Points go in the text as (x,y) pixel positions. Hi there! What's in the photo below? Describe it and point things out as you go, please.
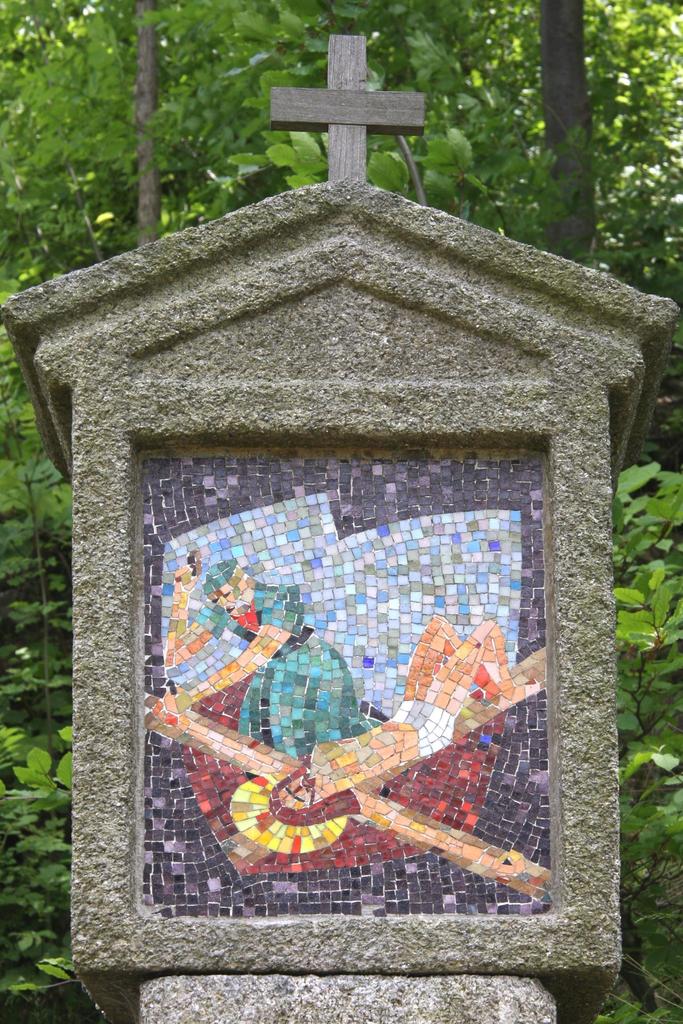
In this image we can see there is a memorial stone (334,479). In the background (451,77) there are trees (582,117) and plants (652,563).
